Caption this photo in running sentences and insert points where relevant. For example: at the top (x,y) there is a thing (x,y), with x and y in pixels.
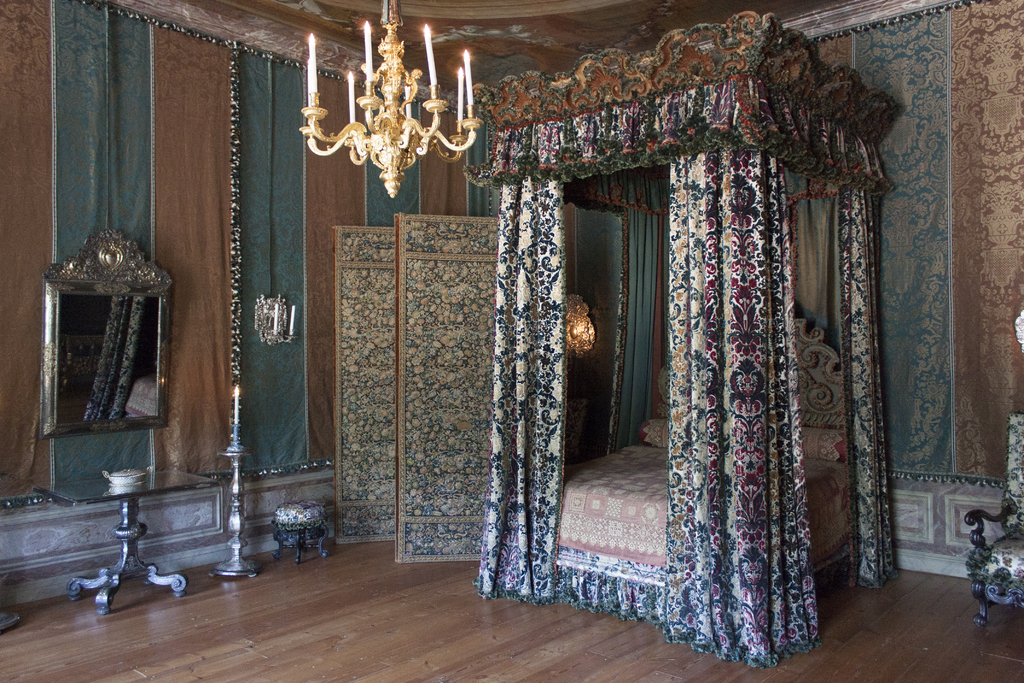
This picture is clicked inside the room (661,380). In the middle of the picture (616,394), we see a bed (810,415) and the curtains (716,439). Beside that, we see a chair (966,519). On the left side (117,502), we see a glass table (176,483), stool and mirror (134,349). Behind that, we see a wall (119,141) which is in brown and green color. At the top of the picture (394,37), we see a chandelier (460,118).
